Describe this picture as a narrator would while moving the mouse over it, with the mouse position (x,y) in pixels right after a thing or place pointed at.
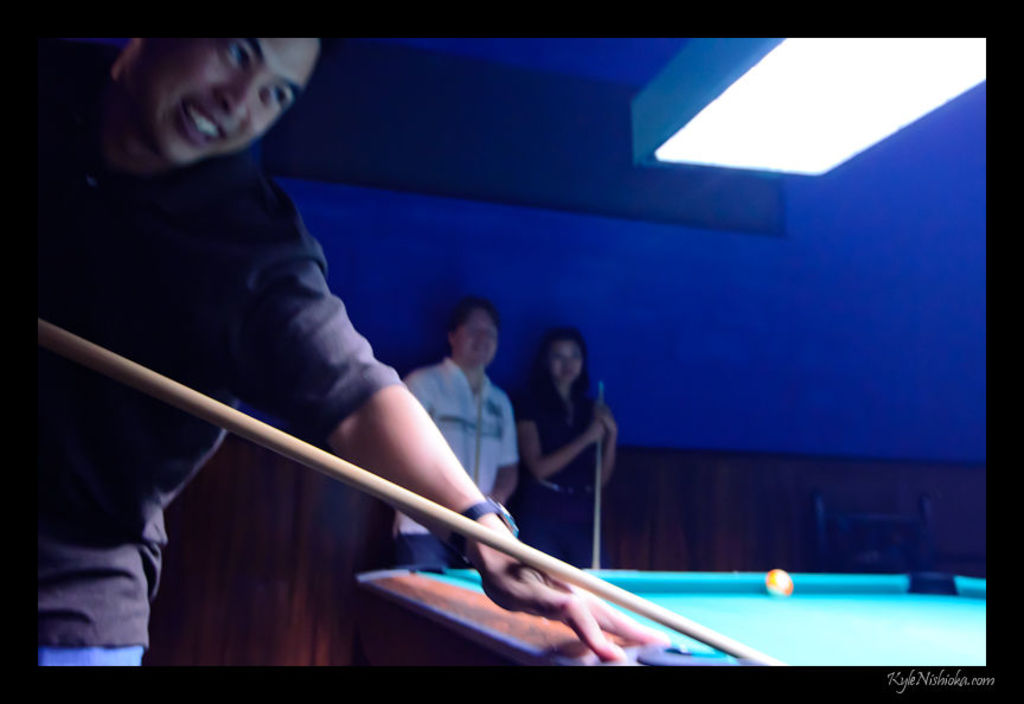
In this picture we can see persons (101,552), one person (128,548) is holding a stick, here we can see a table (463,602) and ball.
